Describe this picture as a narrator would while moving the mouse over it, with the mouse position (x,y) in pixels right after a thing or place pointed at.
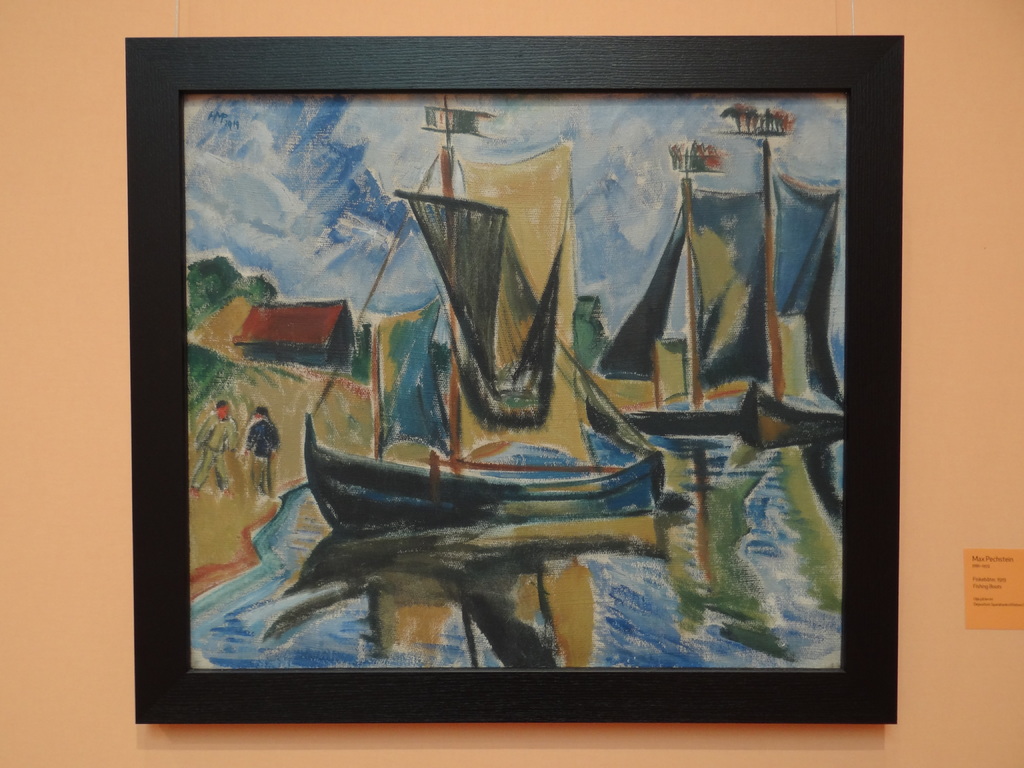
In this image we can see a picture frame (630,714) on the wall (592,748). And we can see the images of boats (532,377) in that frame (491,327).
